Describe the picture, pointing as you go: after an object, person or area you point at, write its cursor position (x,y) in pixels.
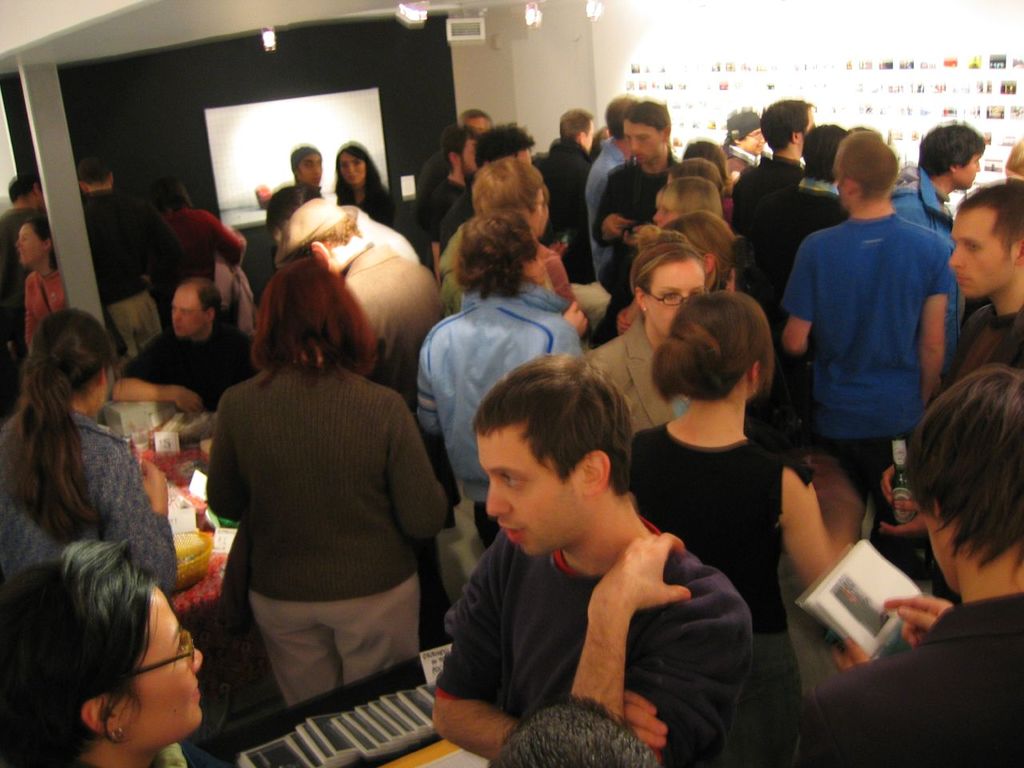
This is an inside view. Here I can see a crowd of people (521,469) are standing. At the bottom of the image (266,679) I can see two tables (206,568) on which few bowls (185,545), papers (187,507), books (340,719) and some more objects (345,727) are placed. On the top right of the image (855,89) there is a board (806,70). In the background (293,110), I can see a screen (269,134) which is attached a wall (182,104). On the left side (68,242) there is a pillar (62,170).
